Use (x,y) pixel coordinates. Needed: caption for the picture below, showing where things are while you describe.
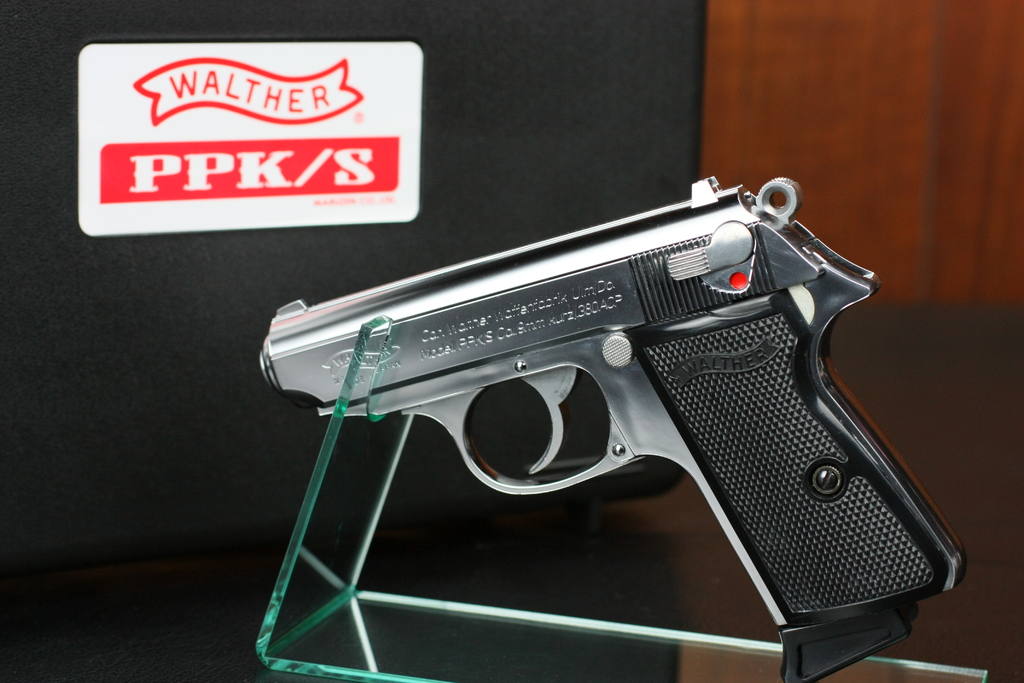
This picture shows a walther ppk gun (751,378) on the table (537,541) and we see text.
